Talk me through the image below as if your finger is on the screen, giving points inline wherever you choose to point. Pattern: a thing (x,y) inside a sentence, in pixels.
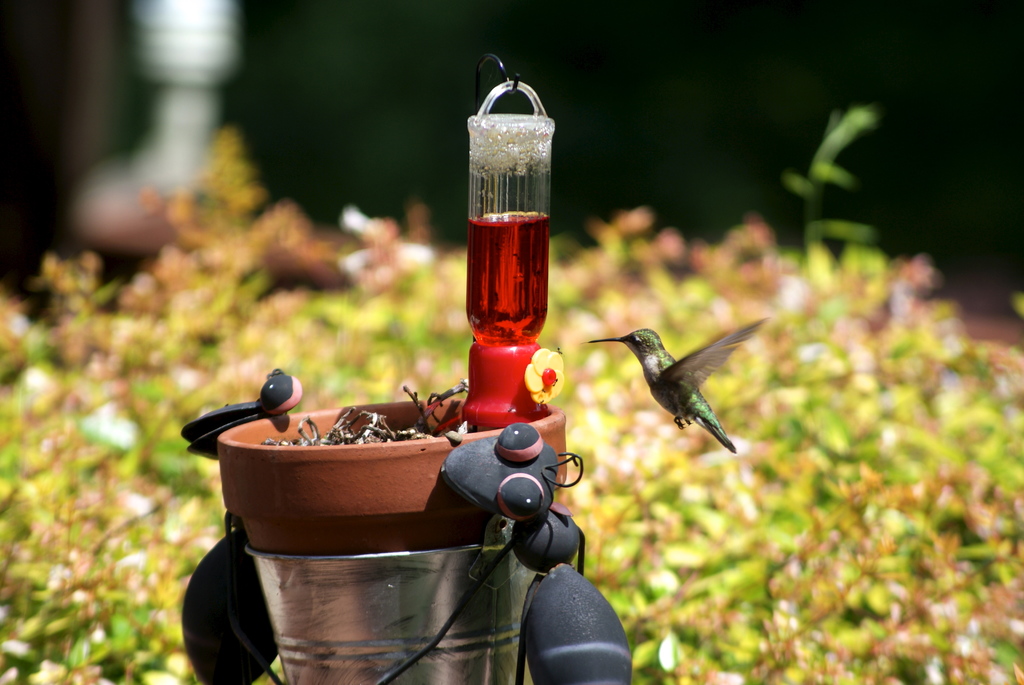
This image consists of a pot (331,516). In which there is an object (497,351), which looks like a container (481,373) in which there is a liquid (504,339) in red color. At the bottom (594,670), we can see the ants (227,662). On the right (694,407), there is a bird (697,419). In the background (619,607), there are plants (62,380).
